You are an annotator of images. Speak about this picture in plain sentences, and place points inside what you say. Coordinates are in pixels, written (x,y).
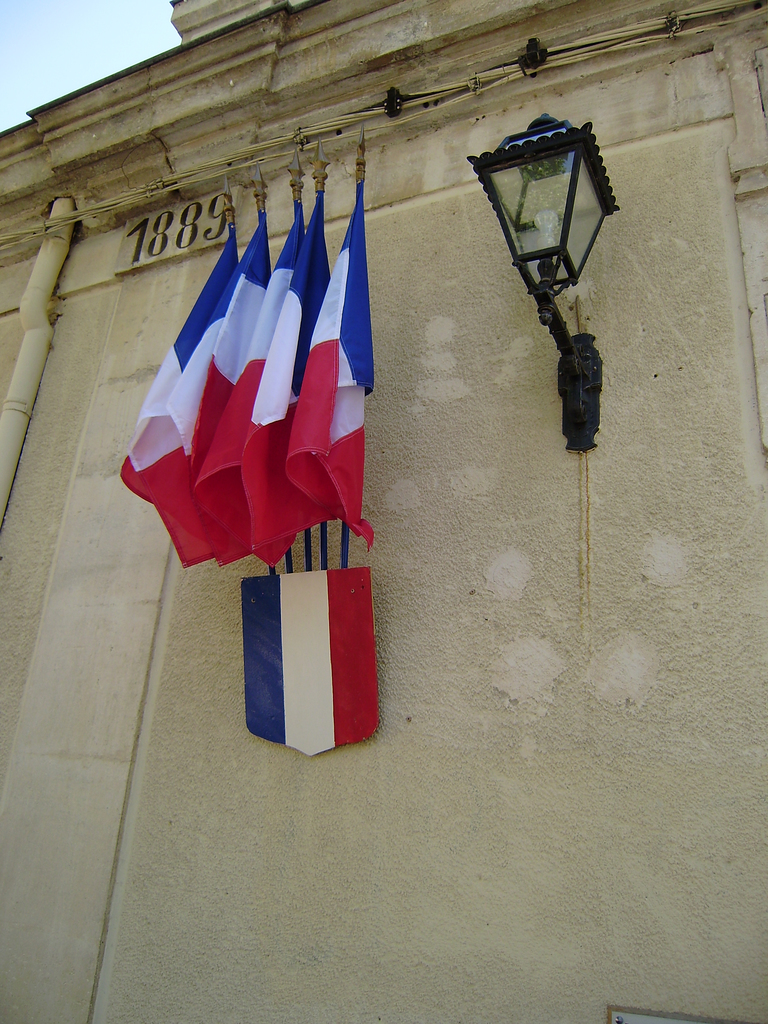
In this picture, we can see the wall (748,836) and some objects (521,165) attached to it like, light (531,156), flags (240,273) and its holder (294,588), pipe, and we can see some numbers (196,232) on the wall (81,200), and the sky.
